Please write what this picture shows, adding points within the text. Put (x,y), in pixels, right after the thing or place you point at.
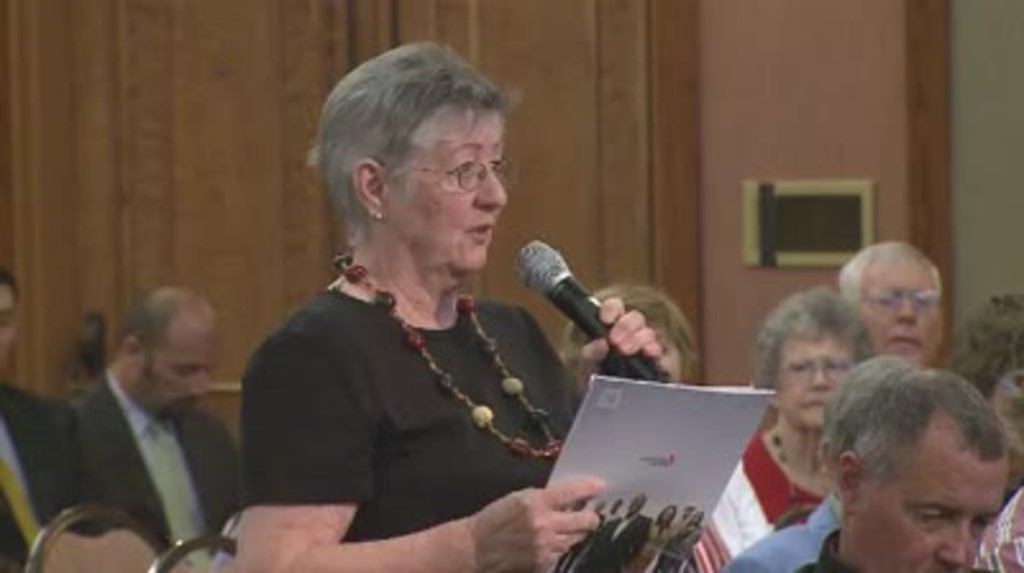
In this picture we can see woman (472,190) holding mic (541,264) in her hand (605,321) and talking and holding book (571,448) in other hand (501,504) and beside to her and at back of her we can see some persons (822,325) sitting and looking at her and in background (569,104) we can see wall (755,87).
